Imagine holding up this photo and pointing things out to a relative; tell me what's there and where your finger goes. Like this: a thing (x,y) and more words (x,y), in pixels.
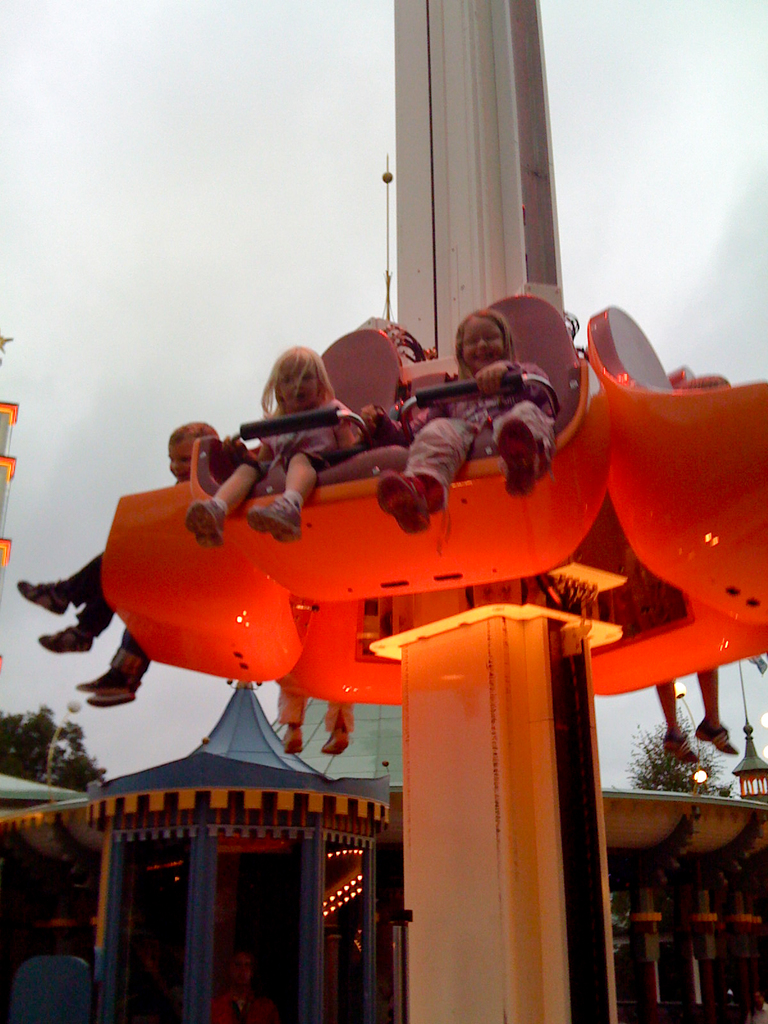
This image consists of few persons (497,392) sitting in an amusement ride (410,554). It looks like a circus (374,795). At the top (324,139), there is sky (278,118).
